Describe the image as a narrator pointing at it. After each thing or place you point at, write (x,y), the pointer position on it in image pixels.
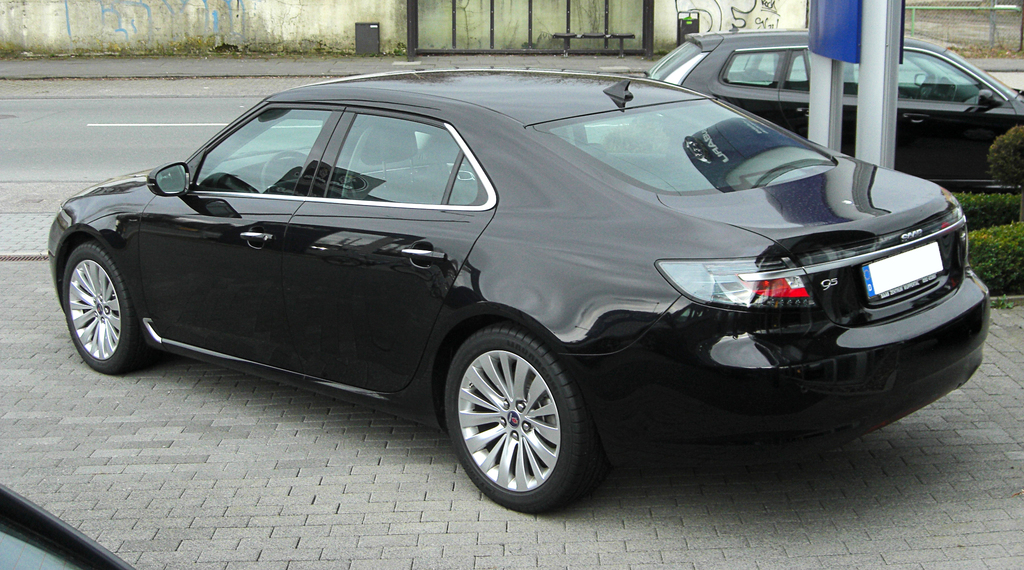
In this image we can see two cars (696,118), there are poles (492,37), plants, a bench (573,41) and a dustbin (368,29), also we can see the wall (729,15).
